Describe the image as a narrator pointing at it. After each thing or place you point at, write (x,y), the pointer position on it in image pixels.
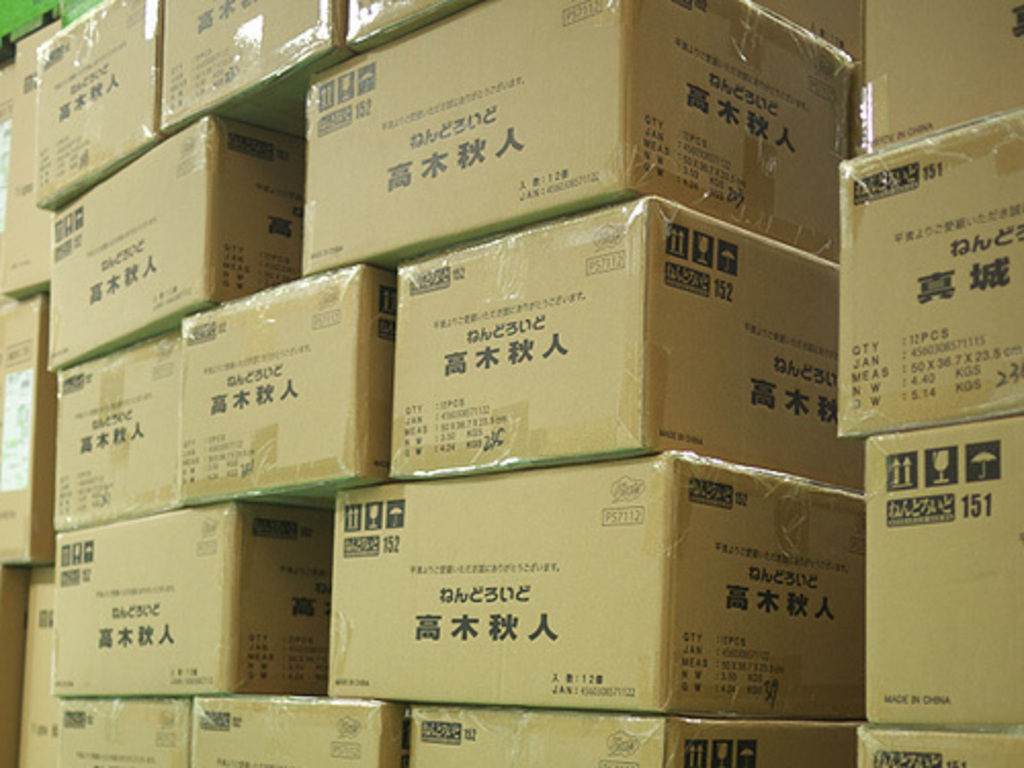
Here, we can see some cartons boxes (296,541).
